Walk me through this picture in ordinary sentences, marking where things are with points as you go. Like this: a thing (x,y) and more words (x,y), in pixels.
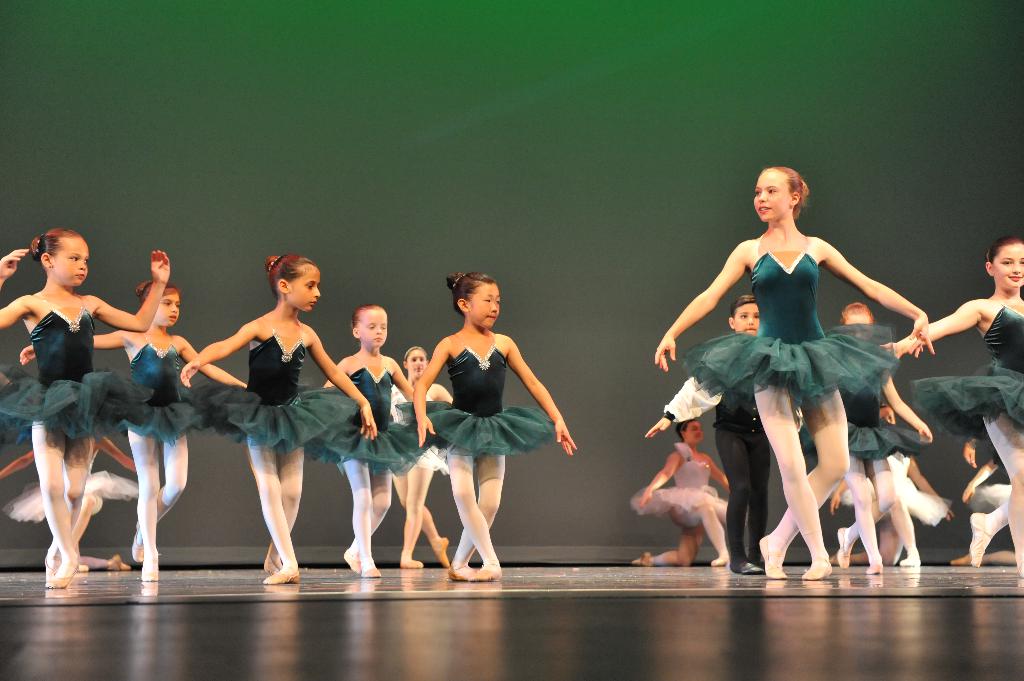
In this image there are many girls (220,385) performing dance. Most of them are wearing green frock (837,352).
